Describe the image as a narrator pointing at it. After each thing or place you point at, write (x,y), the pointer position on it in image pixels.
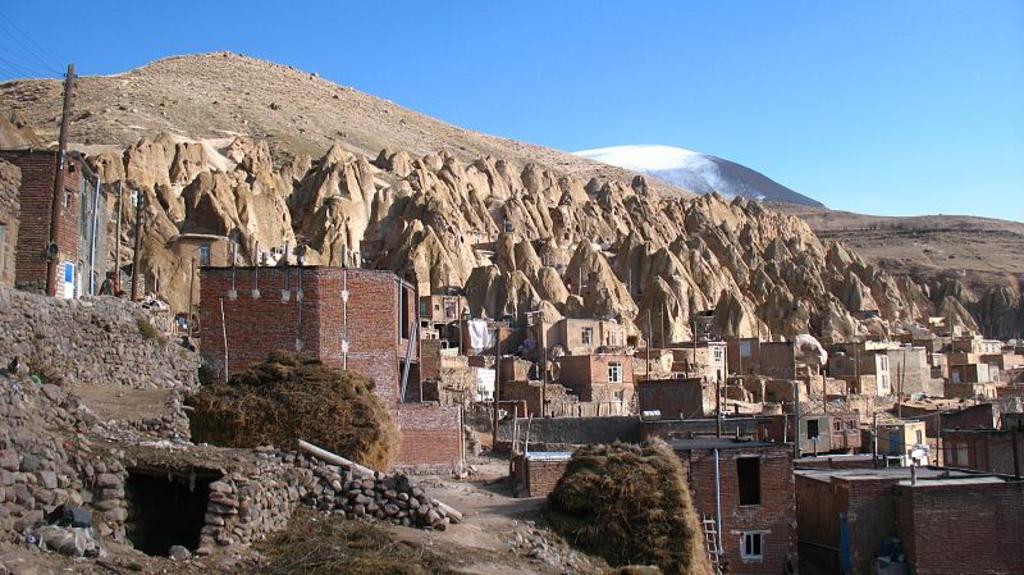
As we can see in the image there are houses (350,306), plants (276,423), rocks (109,461), buildings (535,392) and hills (190,81). At the top (446,37) there is sky (497,20).
